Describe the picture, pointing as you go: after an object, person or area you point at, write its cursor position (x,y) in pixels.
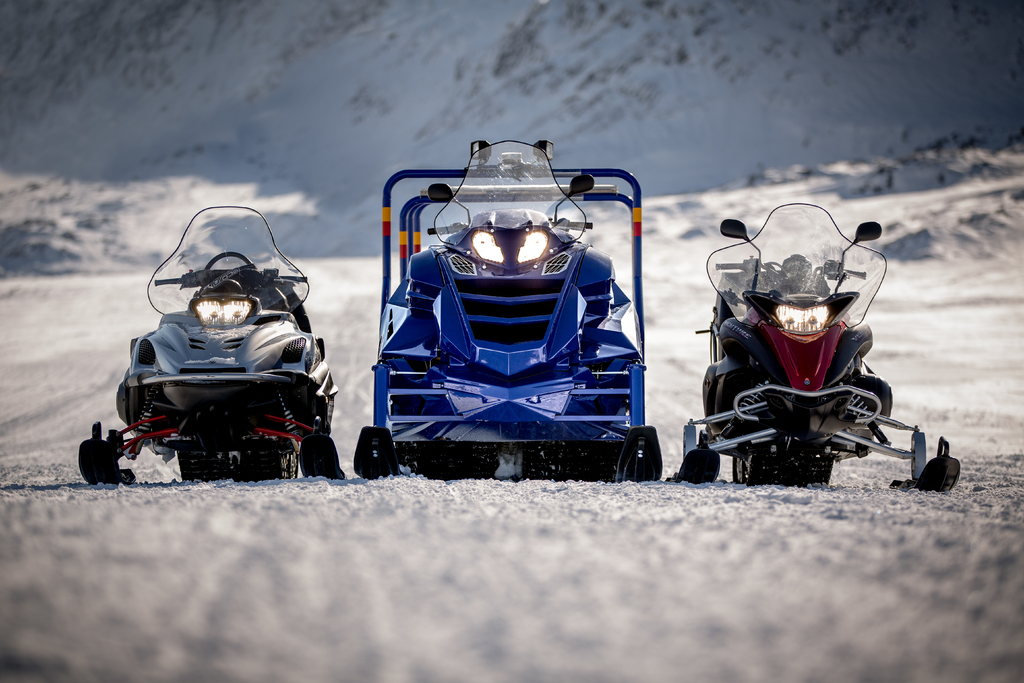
In this image we can see few vehicles (456,320). Behind the vehicles (412,315) we can see a mountain (192,139) with snow (216,115).
